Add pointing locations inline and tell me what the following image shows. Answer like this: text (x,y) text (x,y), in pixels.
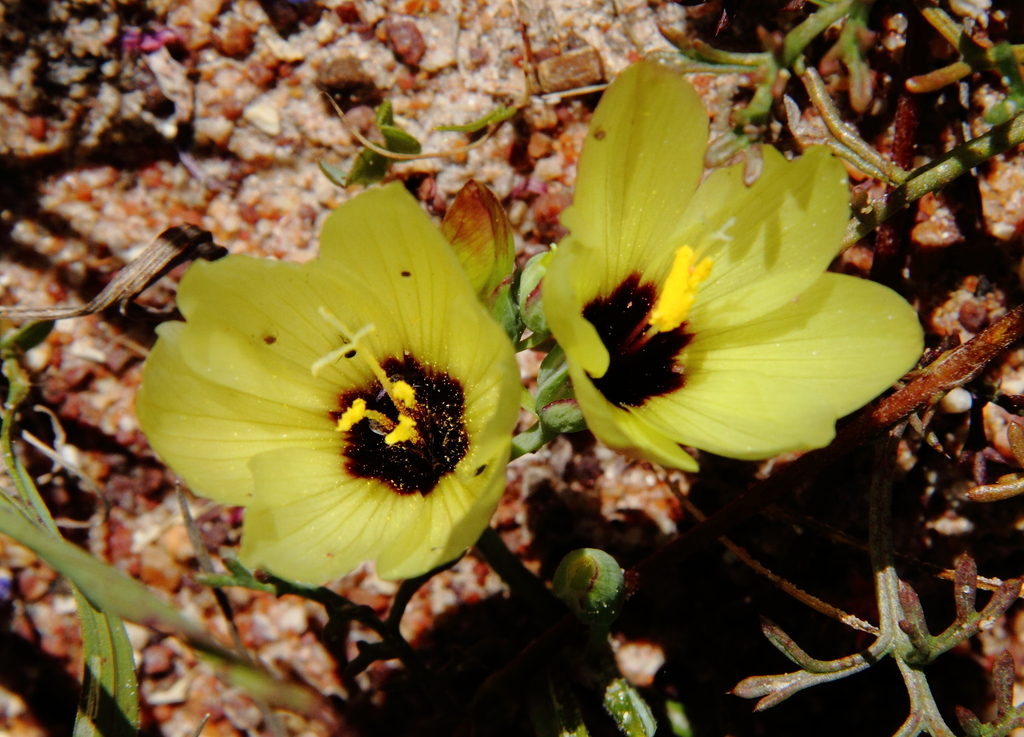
In this image we can see flowers (712,389) which are in yellow color.
